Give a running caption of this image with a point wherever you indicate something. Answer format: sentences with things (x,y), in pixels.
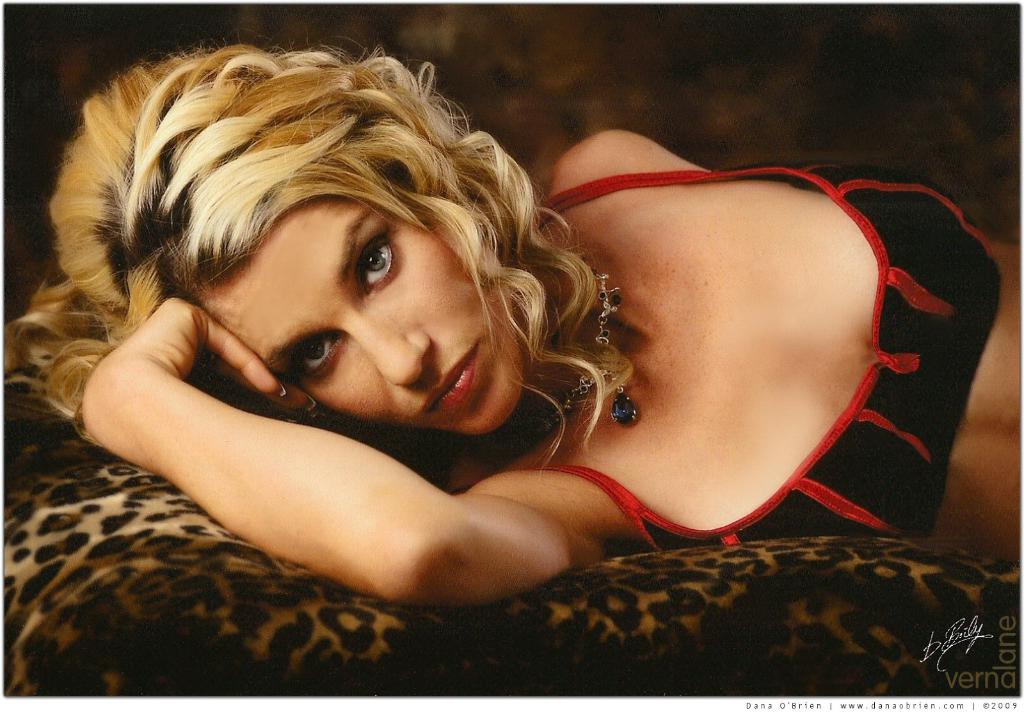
The woman (360,121) is highlighted in this picture. She is laying on a couch (526,627). She wore a crystal chain (608,314). Her hair (428,163) is in blonde color.
